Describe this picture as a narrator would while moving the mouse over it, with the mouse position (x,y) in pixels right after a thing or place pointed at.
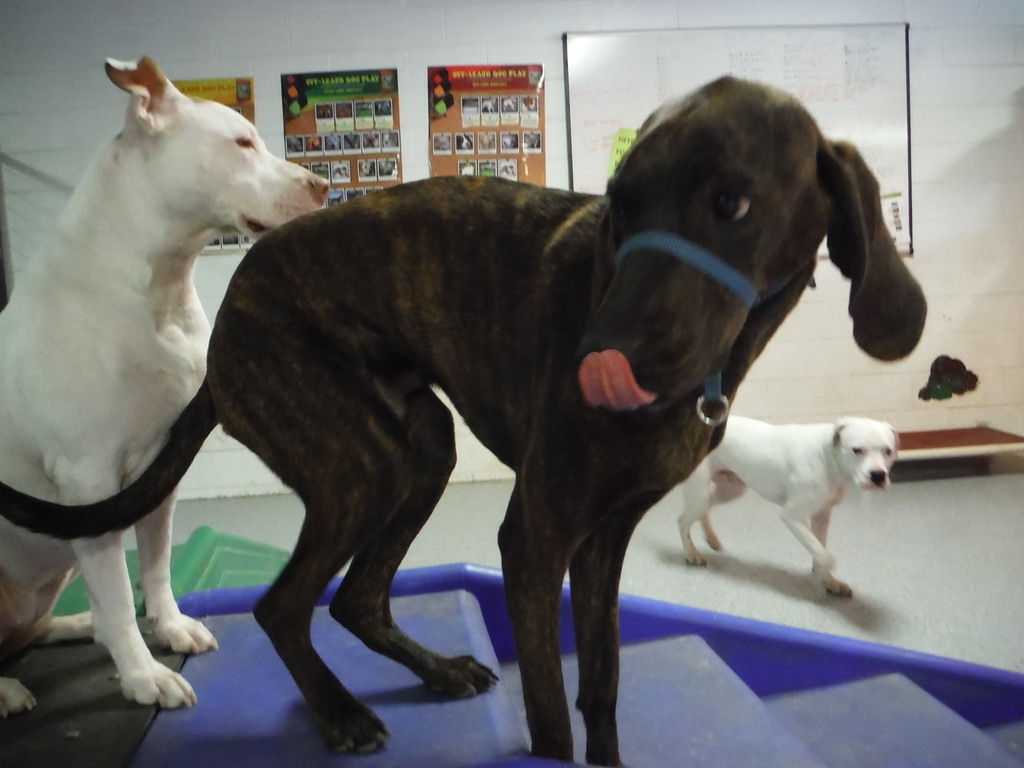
In this image we can see two dogs (438,367) on the stairs (438,583). On the backside (691,504) we can see a dog (822,537) on the floor (862,525), a table (974,431), some papers (329,177) pasted on the wall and a board (699,31).
